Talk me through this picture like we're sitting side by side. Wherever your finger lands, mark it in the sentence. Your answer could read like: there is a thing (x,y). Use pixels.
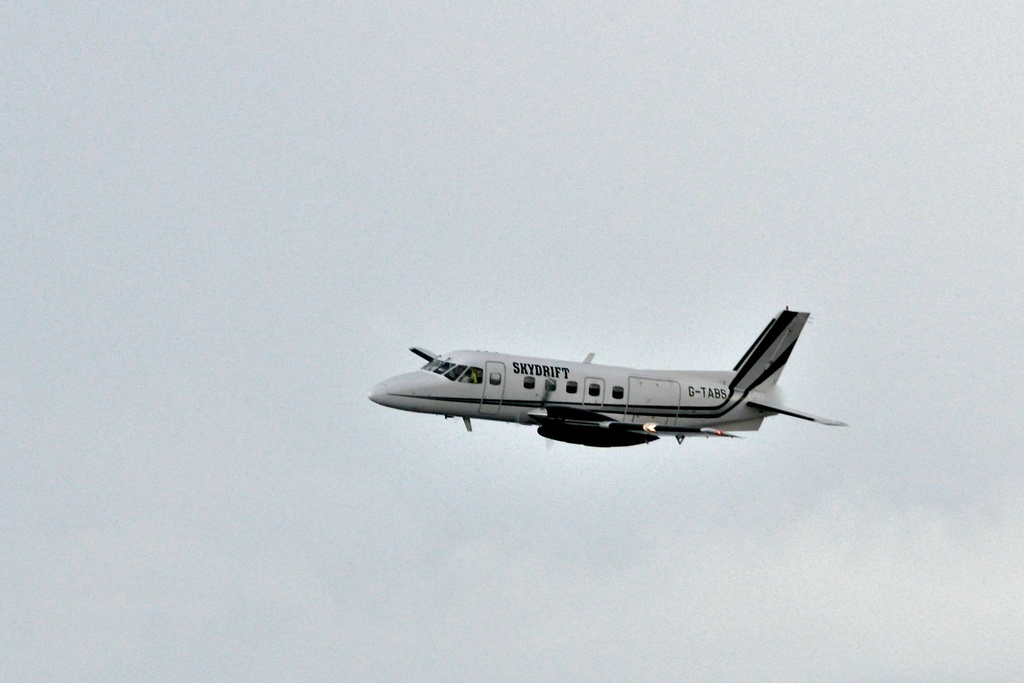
In this picture I can see an aeroplane (672,384). It is white in color and I can see cloudy sky (563,212).
